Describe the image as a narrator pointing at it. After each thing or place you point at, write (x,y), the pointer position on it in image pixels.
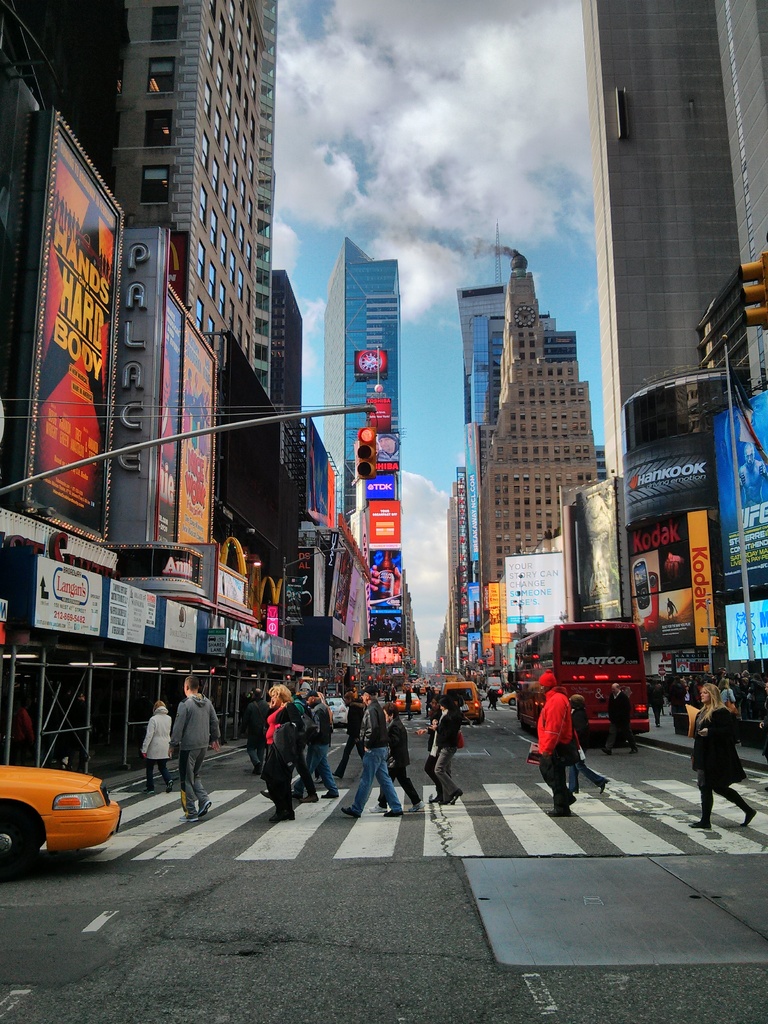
In this image, I can see a group of people (450,720) walking and there are vehicles (482,708) on the road (358,901). I can see the buildings (160,515) with windows (229,263) and name boards (393,586). On the left side of the image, I can see a traffic light (368,458) attached to a pole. In the background (409,286), there is the sky (412,47).
